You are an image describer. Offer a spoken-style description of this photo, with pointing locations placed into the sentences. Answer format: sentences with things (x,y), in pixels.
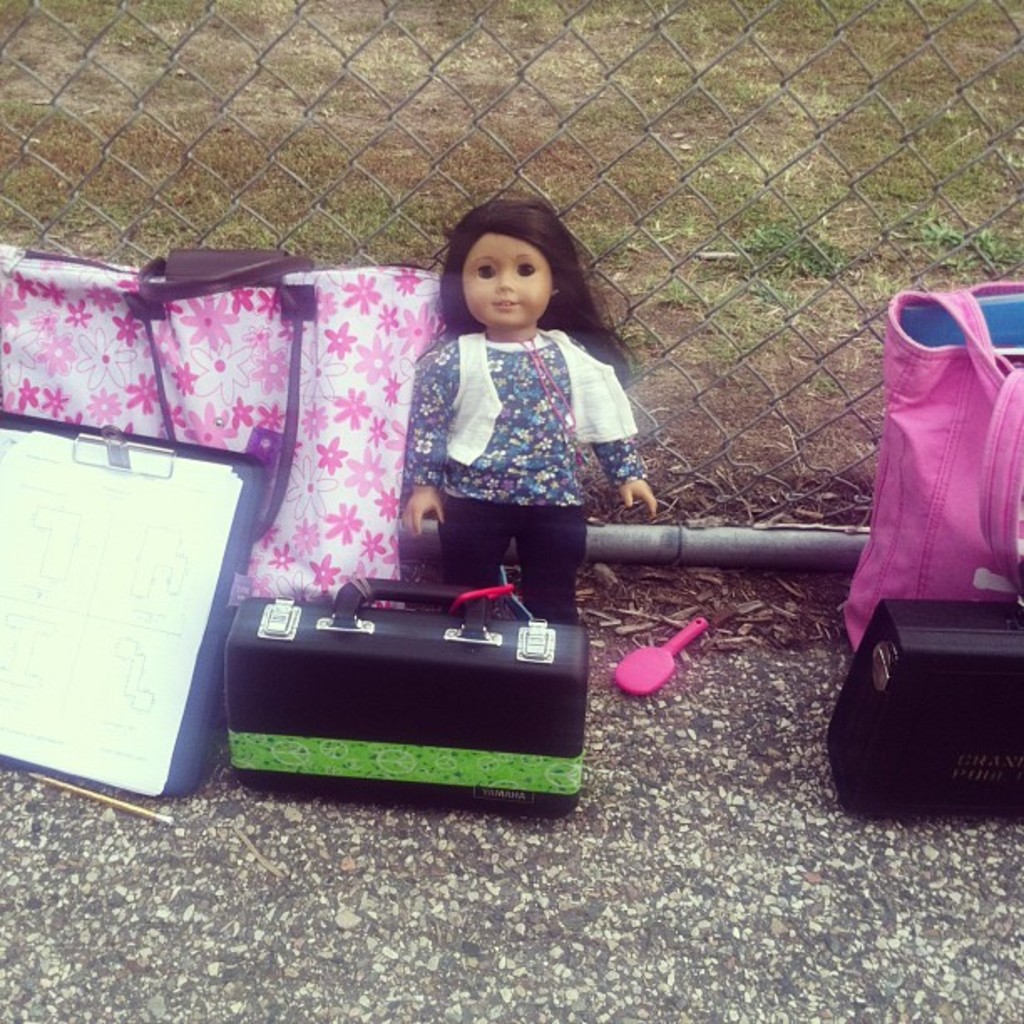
In this image we can see there are toys (475,357) on the ground (583,858) and at the back (615,151) there are many grasses (673,150) on the ground (416,180).
